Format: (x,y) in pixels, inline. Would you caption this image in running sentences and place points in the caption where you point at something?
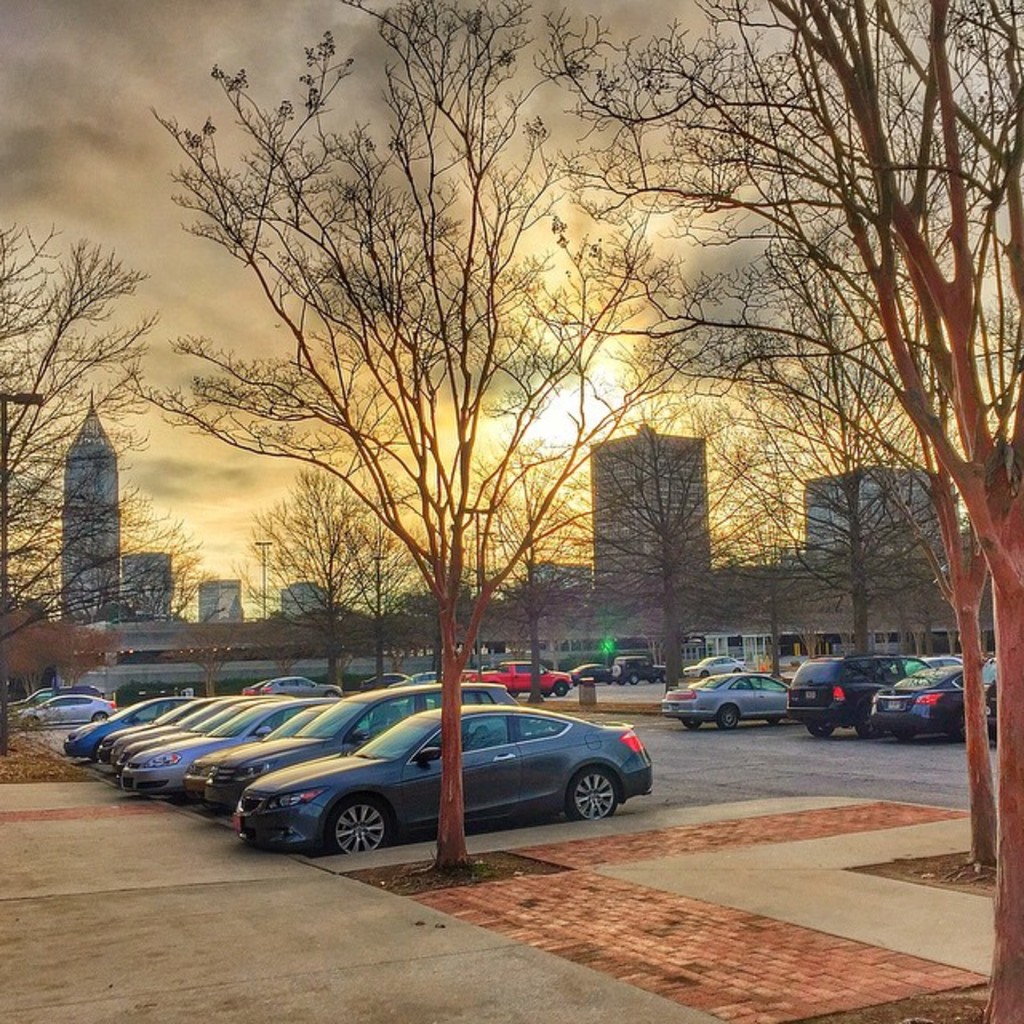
In the foreground (535,744) I can see fleets of cars (33,701), vehicles (992,728) on the road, trees (1006,878), buildings (114,659), light poles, towers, fence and grass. In the background (575,248) I can see sunlight (483,390) and the sky (283,486). This image is taken may be on the road (570,813).
